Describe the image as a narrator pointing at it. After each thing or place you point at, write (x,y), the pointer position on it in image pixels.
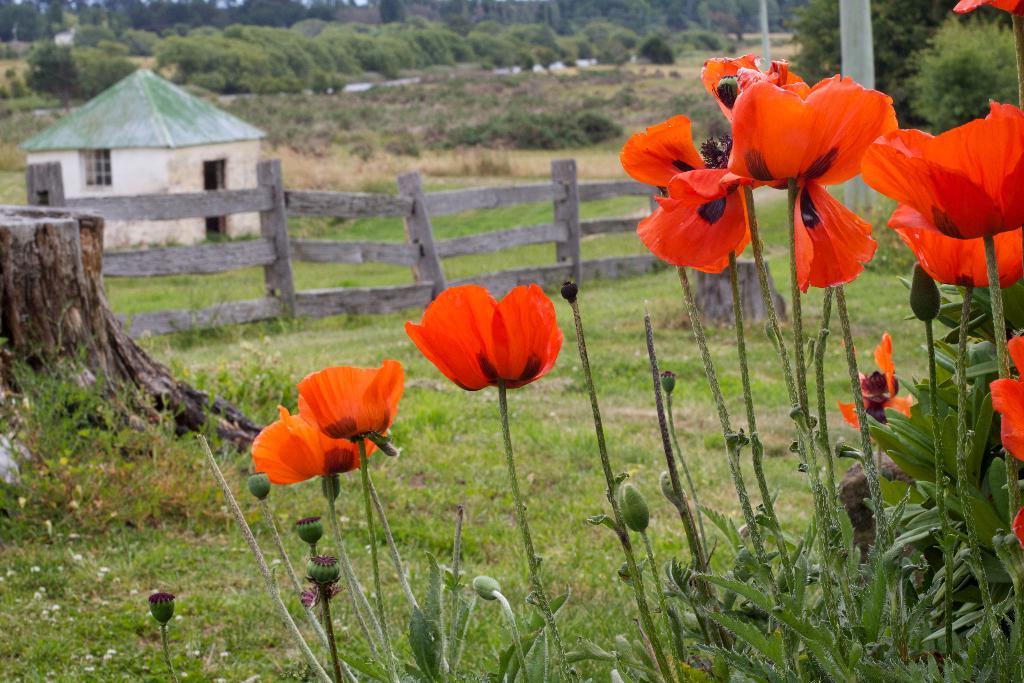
In this image we can see a house (204,117). There are many trees (458,51) and plants (742,438) in the image. There is a grassy land (497,521) in the image. There are flowers (842,271) to the plants (721,406). There is a fencing (164,198) in the image.
